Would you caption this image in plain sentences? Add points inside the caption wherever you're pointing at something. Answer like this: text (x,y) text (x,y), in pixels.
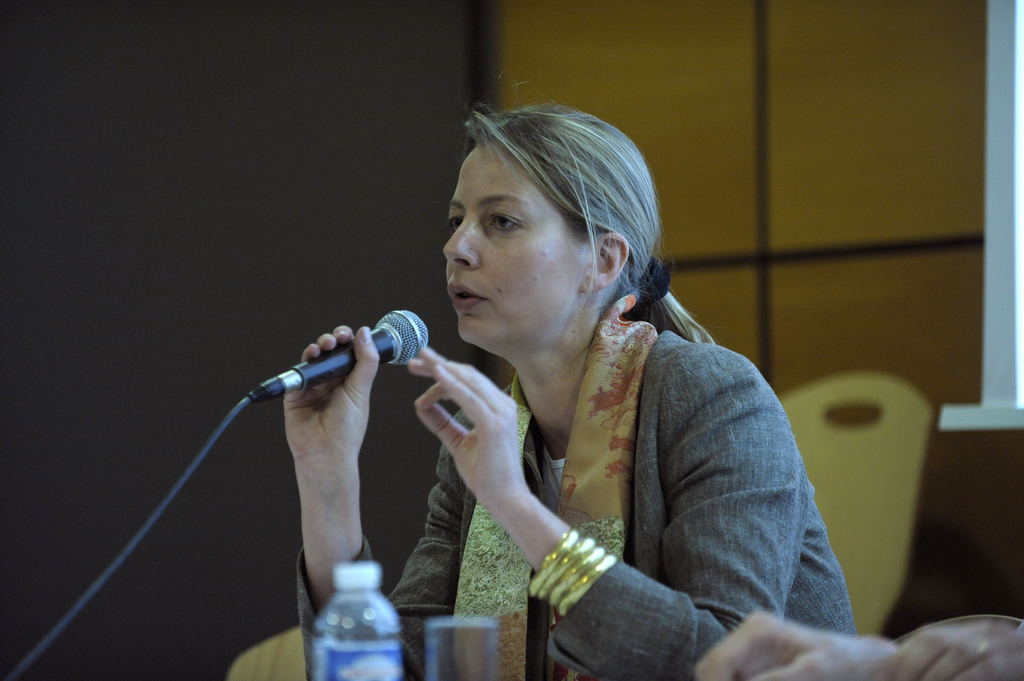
In the image we can see there is a woman (623,554) who is sitting and holding mic (395,330) in her hand (359,339).
